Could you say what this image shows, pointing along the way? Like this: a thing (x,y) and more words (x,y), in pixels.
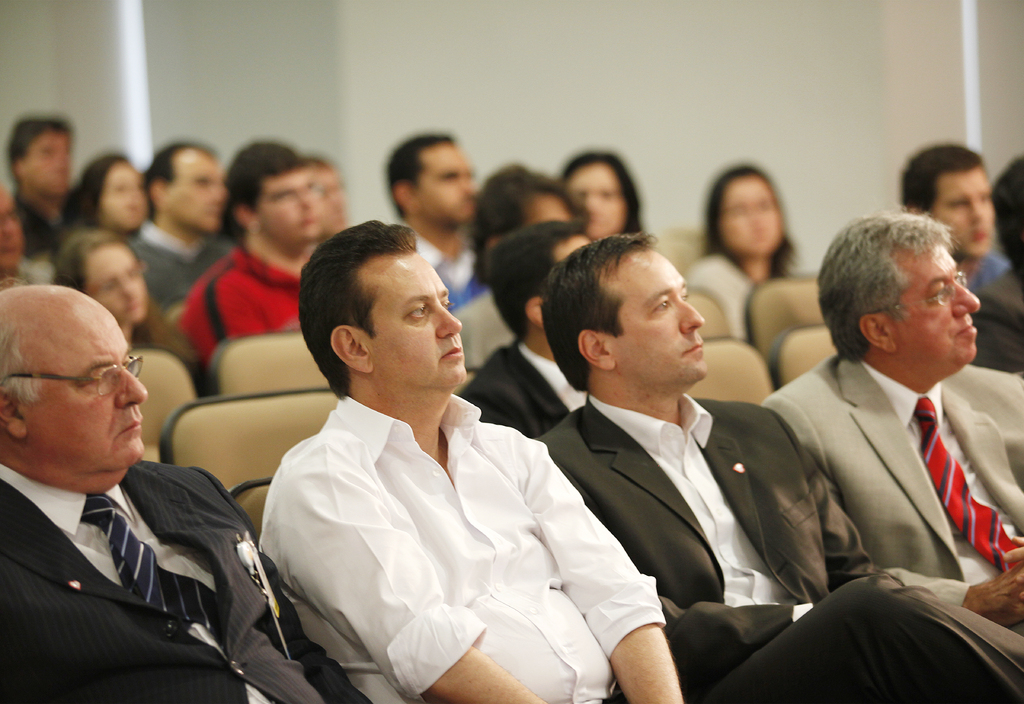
In the center of the image (400,237) there are people (71,414) sitting on chairs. In the background of the image (455,112) there is wall (396,112).
